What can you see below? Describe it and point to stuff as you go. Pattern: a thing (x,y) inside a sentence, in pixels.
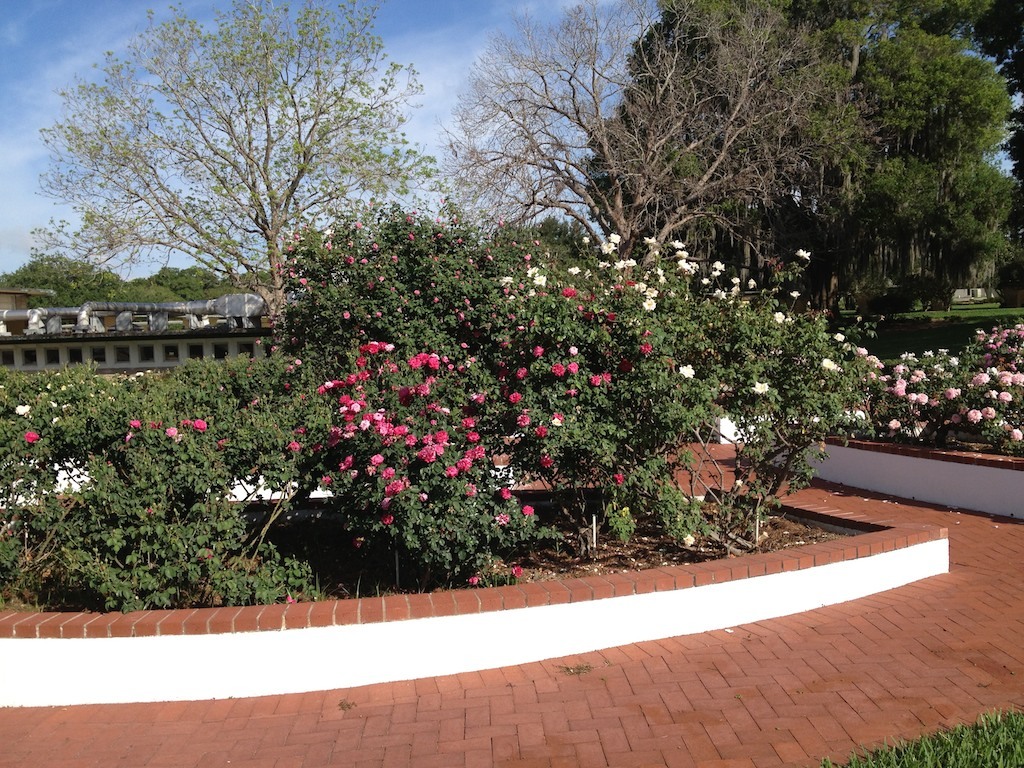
In this image there are plants (428,450), trees (967,276), flowers (993,338), path (620,681) and there are pipes (151,310) on top of the building (113,336). In the background (413,101) there is the sky (440,102).
